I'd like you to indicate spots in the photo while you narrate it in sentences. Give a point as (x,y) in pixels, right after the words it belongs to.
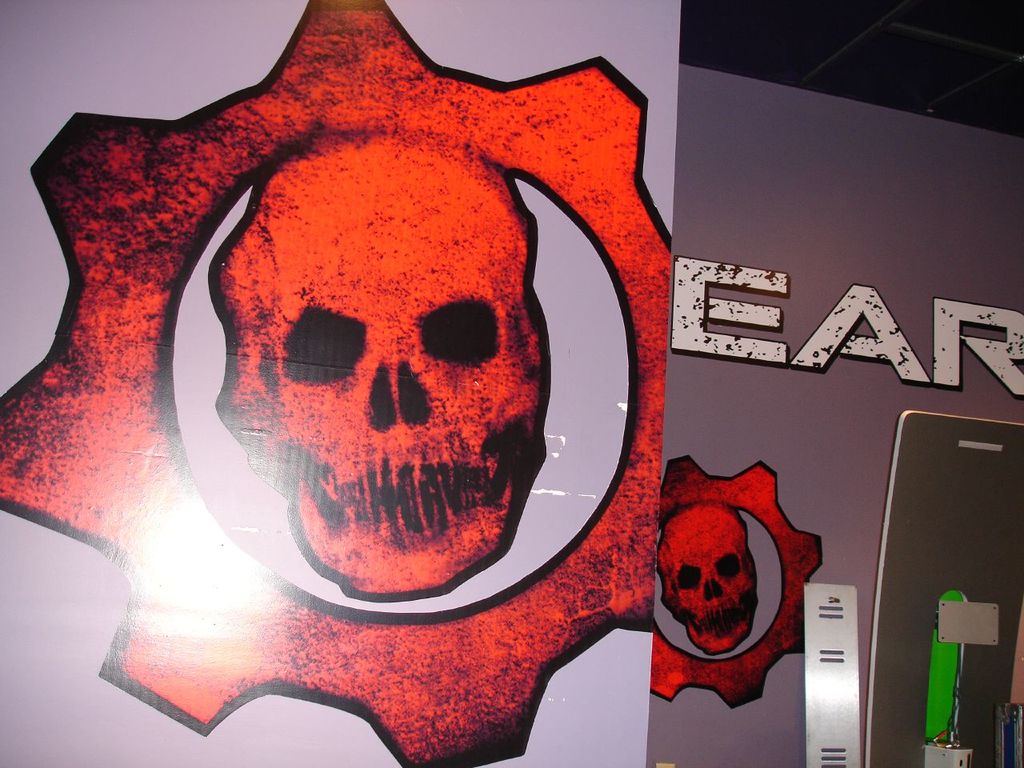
In this picture we can see a banner (672,690) with danger symbols (427,462), mobile (982,475) and some text (679,333) on it and beside this banner (778,631) we can see some objects (847,693).
